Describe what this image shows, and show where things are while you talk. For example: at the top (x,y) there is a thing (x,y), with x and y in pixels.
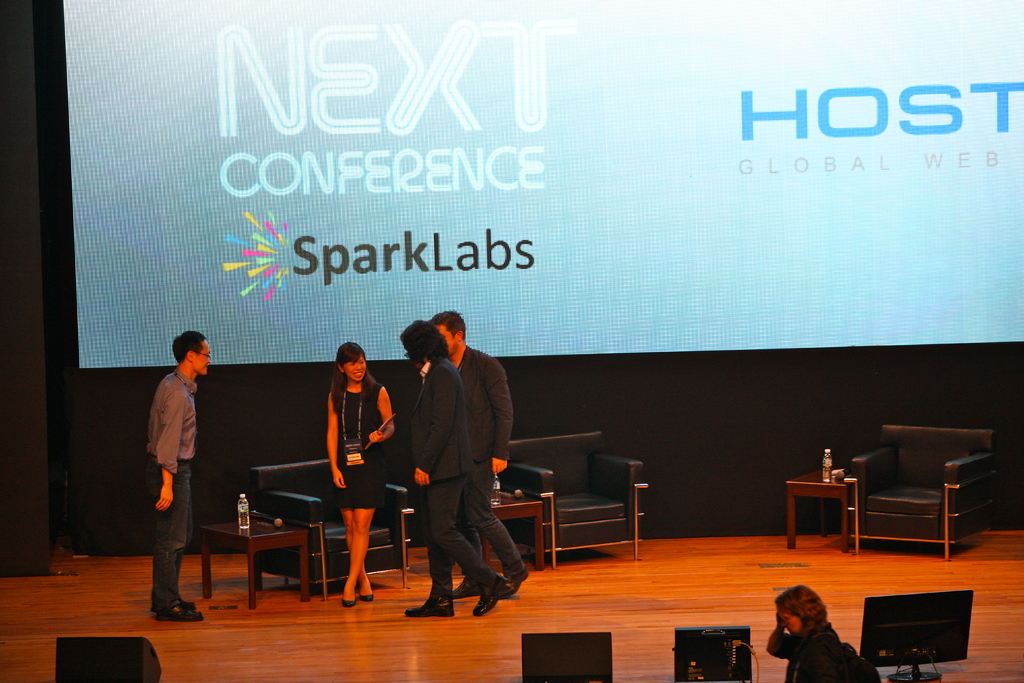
There are four people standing on a stage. There is a table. There is bottle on a table (791,484). We can see in the background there is a poster (104,285).
